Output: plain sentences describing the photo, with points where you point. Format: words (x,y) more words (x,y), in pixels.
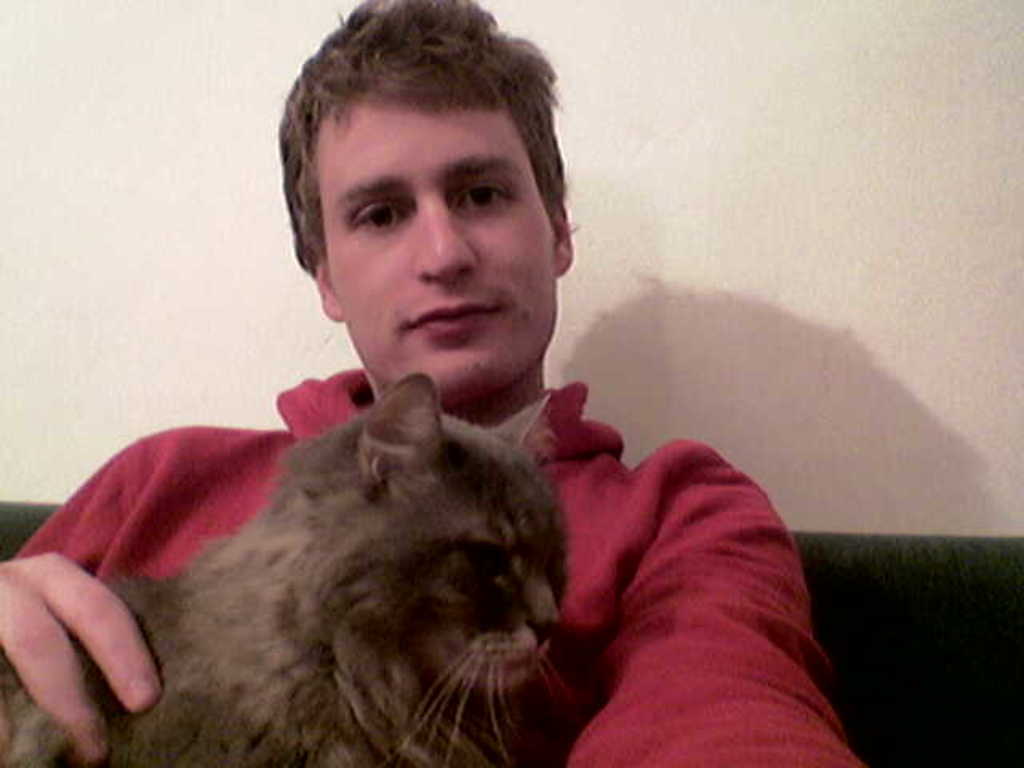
In this image there is a man (651,470) sitting in sofa (884,698) who is holding the cat (259,628) in his hand (94,596).
